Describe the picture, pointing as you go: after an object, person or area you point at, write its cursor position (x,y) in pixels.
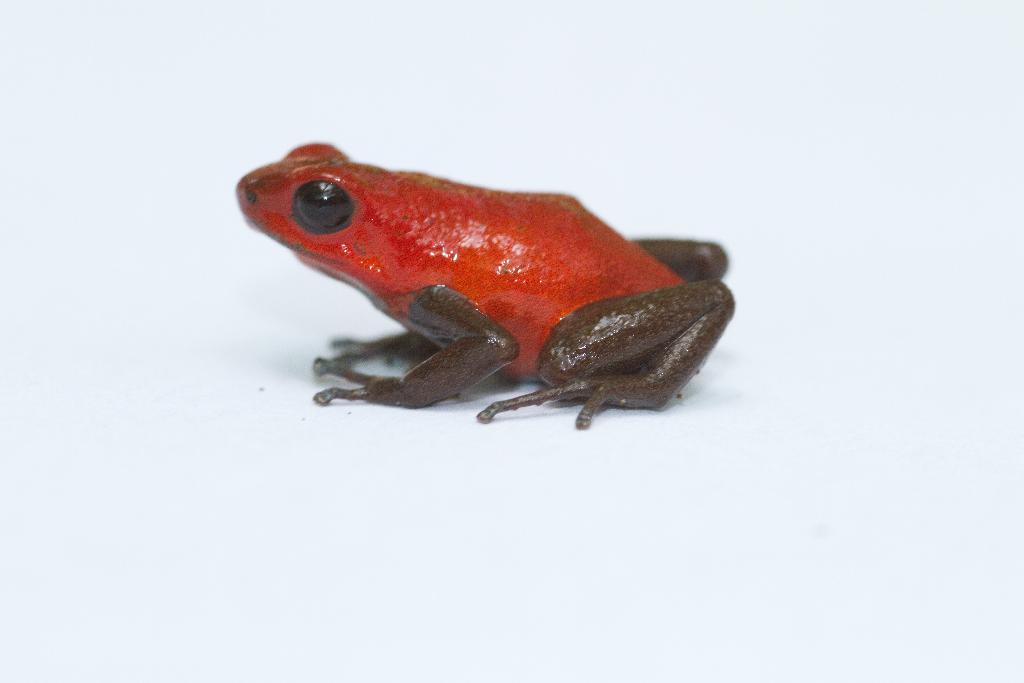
In this picture we can see a frog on a white surface (156,578).
